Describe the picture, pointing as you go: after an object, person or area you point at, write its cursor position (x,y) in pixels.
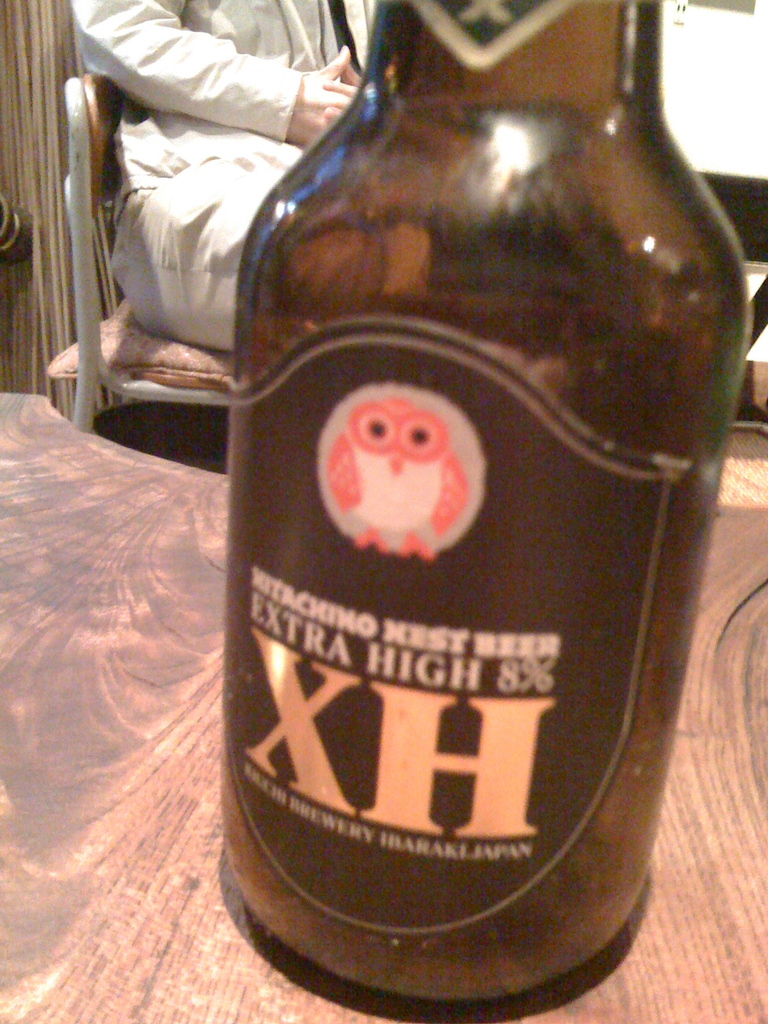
There is a drink bottle (335,604) placed on the table (86,715) and there is a person (190,146) wearing light clothes (246,138) sitting in chair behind the table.
